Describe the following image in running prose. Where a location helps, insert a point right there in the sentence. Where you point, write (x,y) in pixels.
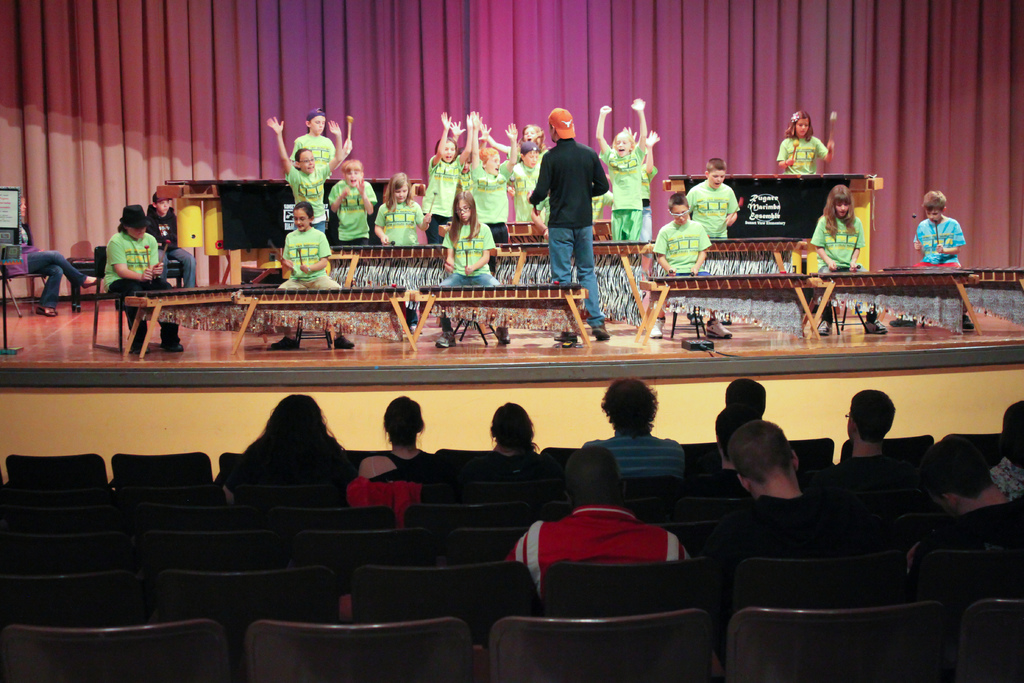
There are children (725,170), some of them are playing musical instruments (605,277) and remaining are singing on the stage (594,363). On which, there is a person (552,163) in black color standing and there is another person (51,271) who is sitting on a chair (28,275). In front of them, there are other persons (760,450) sitting on chairs (466,556). In the background (456,48), there is a curtain (718,24).
